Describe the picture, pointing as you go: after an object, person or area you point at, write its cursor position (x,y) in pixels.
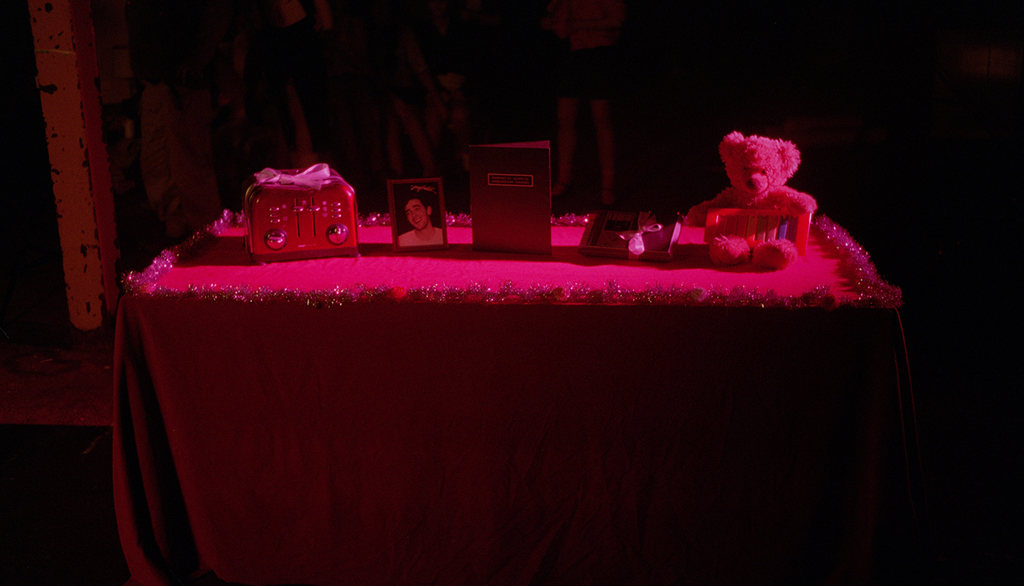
On this table (509,317) there is a teddy (776,160), book (481,206), picture (424,210) and things (271,215).
